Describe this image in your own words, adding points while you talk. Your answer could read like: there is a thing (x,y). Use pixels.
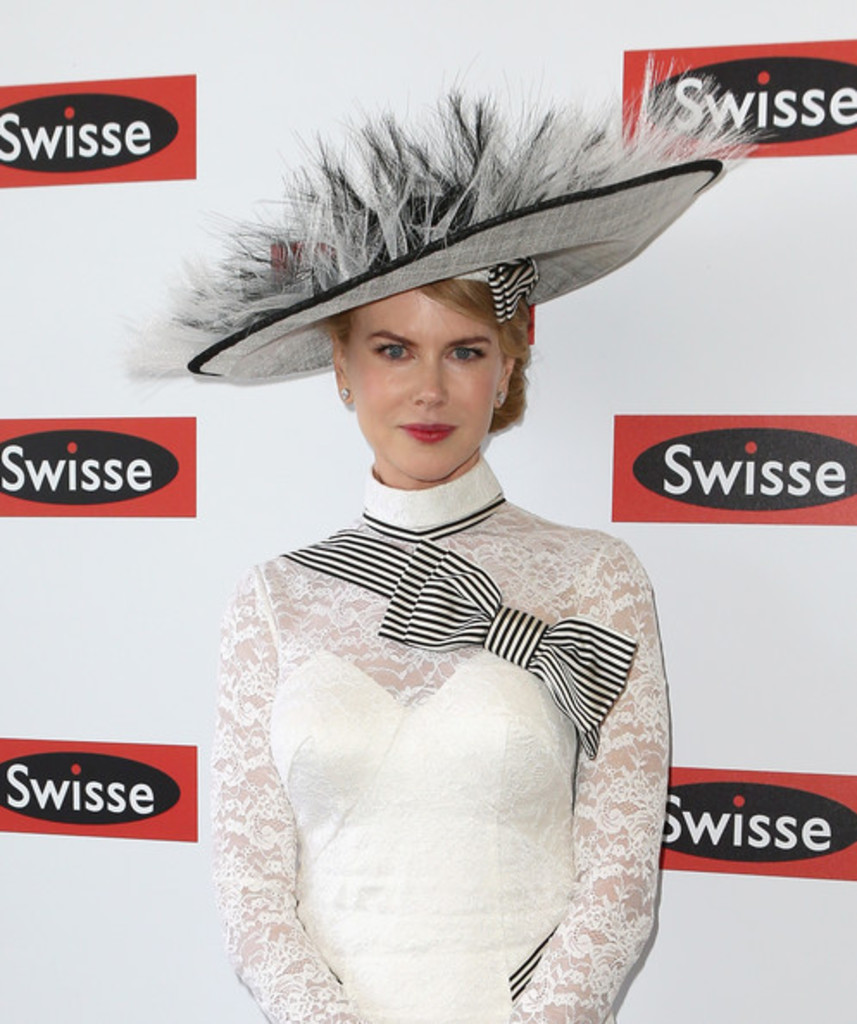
Here in this picture we can see a woman (398,604) standing over a place and we can see she is wearing a hat (353,142) and smiling and behind her we can see a banner (535,389) present.
